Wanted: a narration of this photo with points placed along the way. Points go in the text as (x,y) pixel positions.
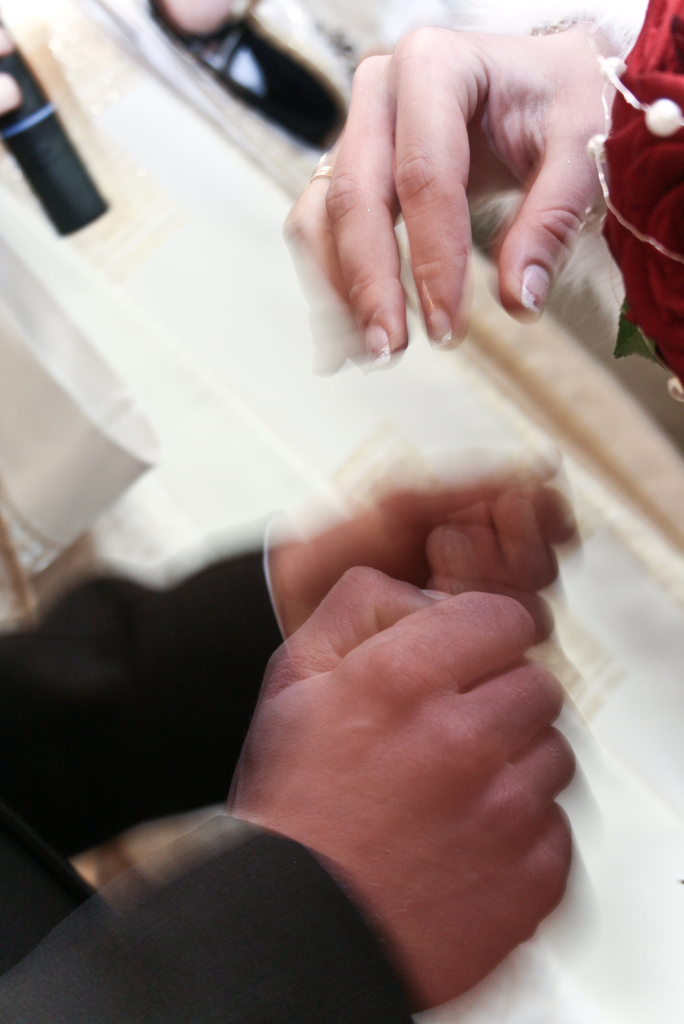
In this image I can see a persons hand (376,612) wearing black colored jacket (197,851) and another person's hand (549,66) near red colored flowers (625,157). I can see the cream colored background (272,361) I can see few black colored objects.
